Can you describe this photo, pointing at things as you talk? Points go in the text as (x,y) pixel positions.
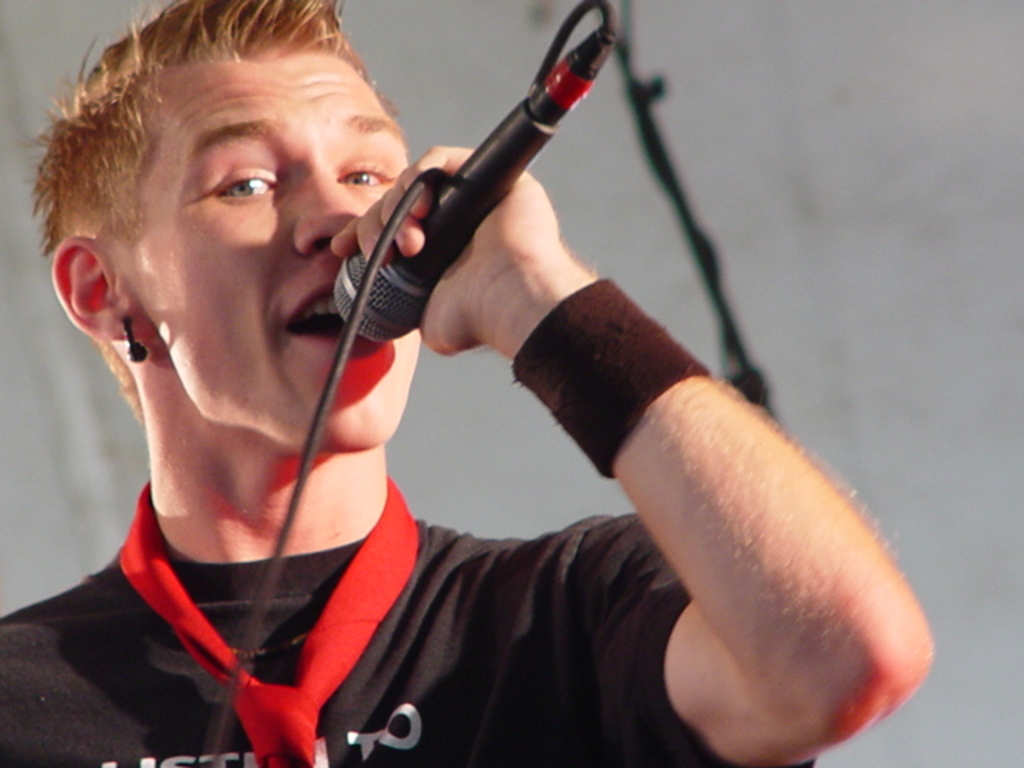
This is the man (269,539) holding a mike (397,317) and singing a song. This looks like a wire (322,405), which is attached to the mike (489,162). He wore a tie (219,670), T-shirt (118,692) and an earring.
